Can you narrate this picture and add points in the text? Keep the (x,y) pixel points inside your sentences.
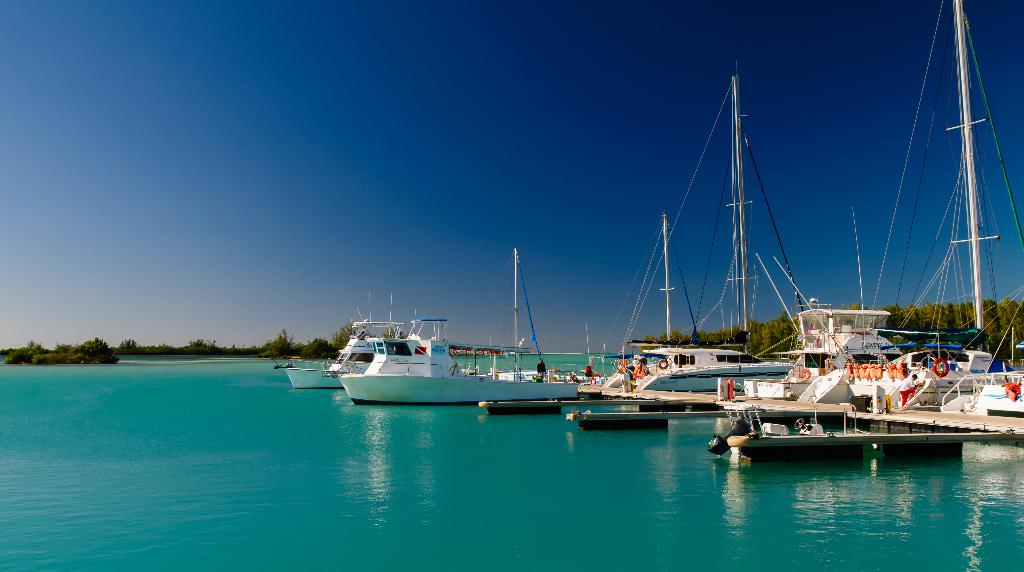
In this image, I can see the boats (348,380) on the water (362,490). I think this is a wooden platform (762,409). I think these are the trees (315,350). This is the sky (483,97). I can see a person (913,391) standing.
